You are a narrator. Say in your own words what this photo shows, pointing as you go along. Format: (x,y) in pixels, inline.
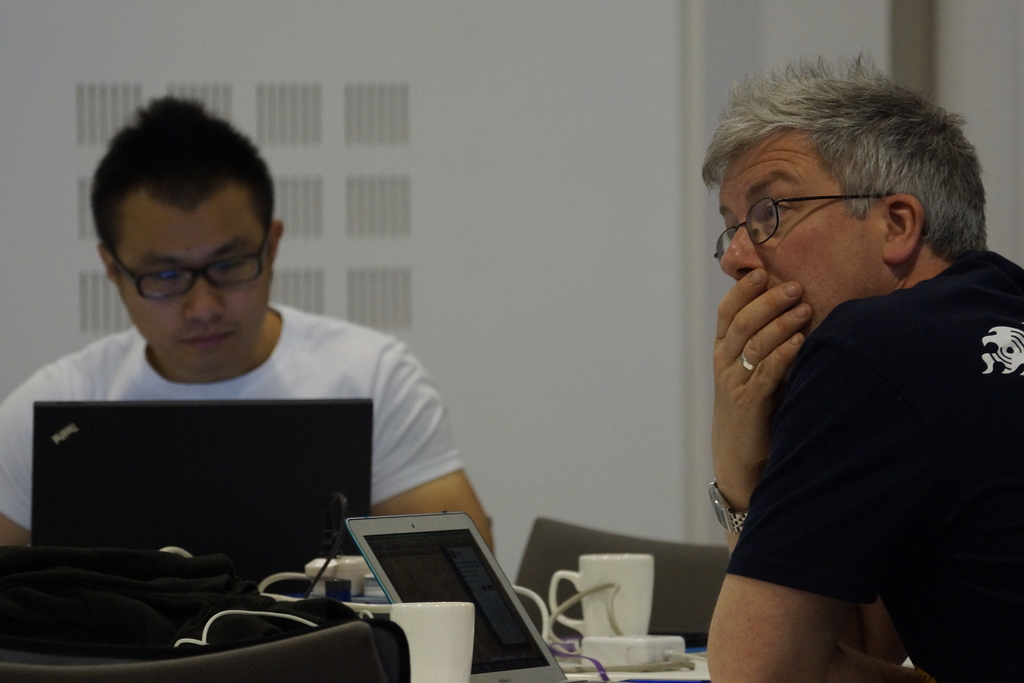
In this image, there are two people (809,604) sitting, and a person (862,587) on the right (719,454) wearing the watch (714,511), and there are two laptops (349,511) on the table (590,639).
